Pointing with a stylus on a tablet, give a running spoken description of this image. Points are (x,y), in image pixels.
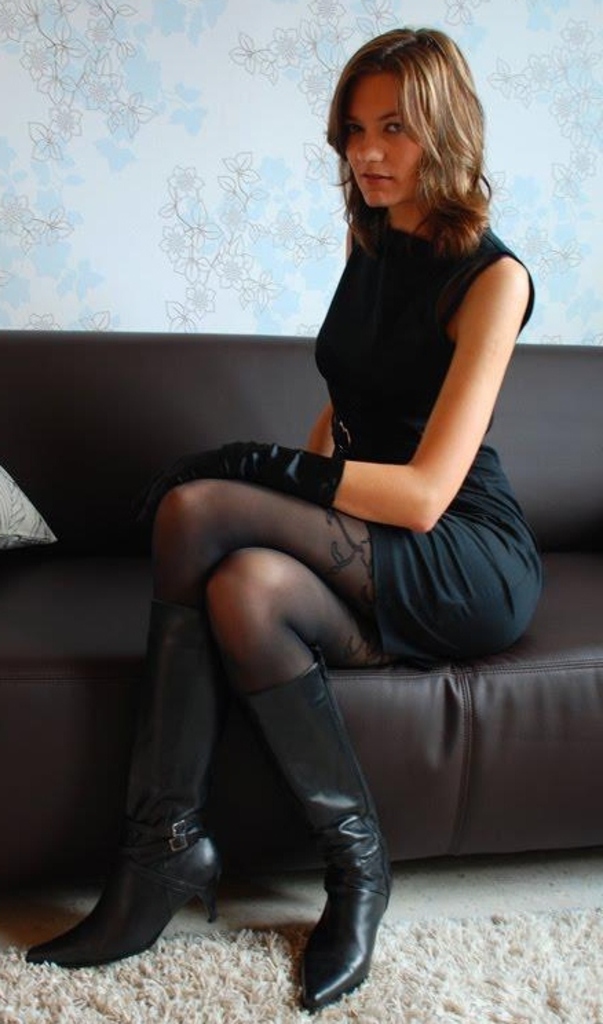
This picture shows a woman (507,569) seated on the sofa (576,746) and we see a cushion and a woman (360,480) wore black color dress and we see carpet (588,978) on the floor (19,930) and we see design (30,18) on the wall (235,87).
